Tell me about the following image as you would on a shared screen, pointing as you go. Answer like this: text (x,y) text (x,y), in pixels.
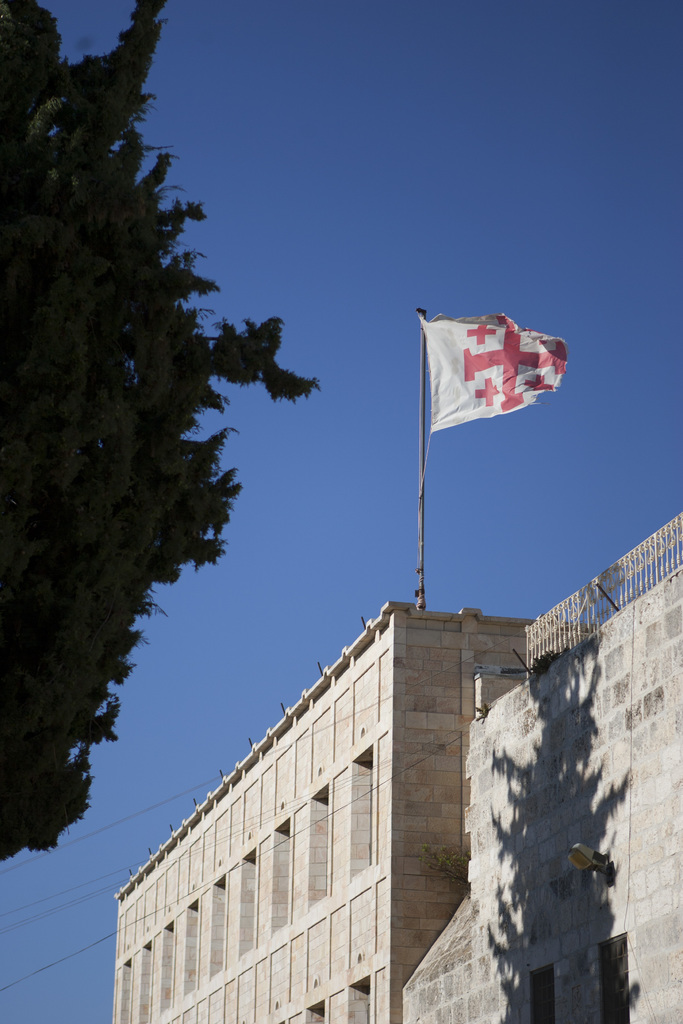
At the top (441,126) we can see a clear blue sky (507,147). This is a building (388,854) and we can see a flag (437,382) on the top of a building (409,621). At the left side (135,511) we can see a tree (128,589).
